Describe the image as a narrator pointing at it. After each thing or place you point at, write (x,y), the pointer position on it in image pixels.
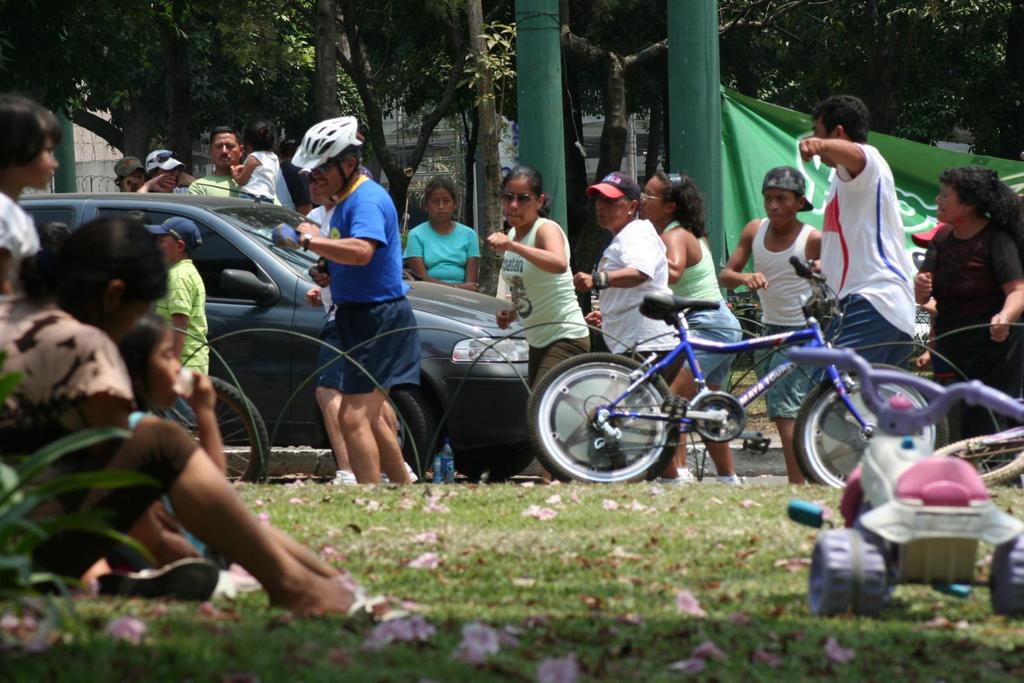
In this image we can see persons (795,479), bicycle (828,382), road (764,475), car (438,304), grass (525,584), flowers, trees (252,110), banner (814,178) and buildings (448,152).
